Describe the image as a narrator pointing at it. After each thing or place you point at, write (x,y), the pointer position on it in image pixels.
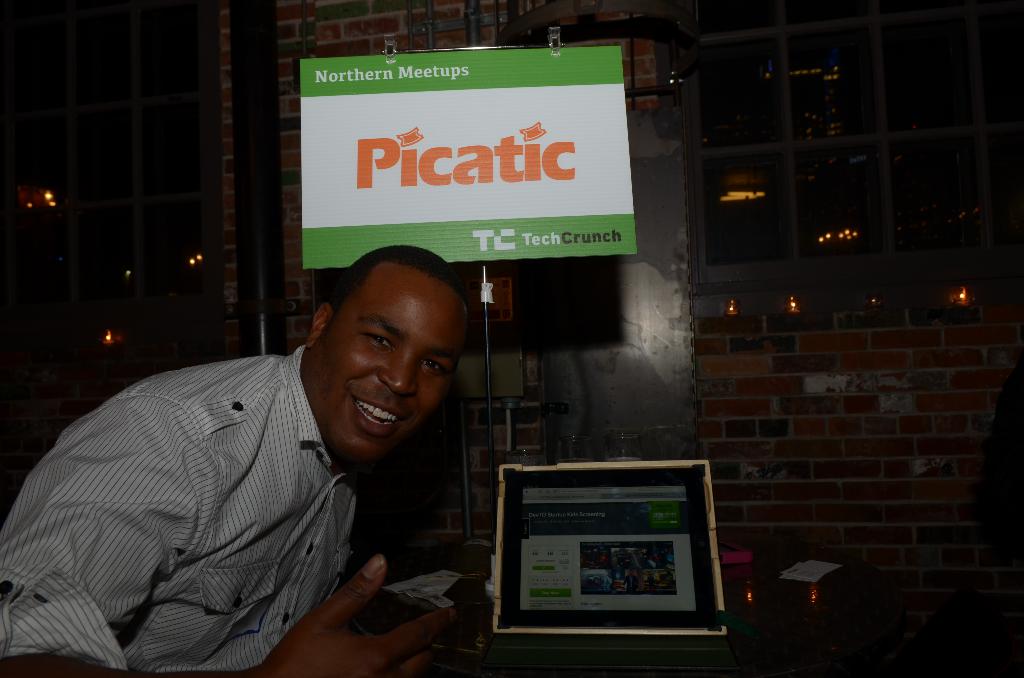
At the bottom of the image (792,593) there is a table (763,601) and we can see a tablet (542,593), board (477,260), papers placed on the table (734,615). On the left (214,596) there is a man (287,575) smiling. In the background (437,4) there is a wall (804,329) and windows (758,128).
